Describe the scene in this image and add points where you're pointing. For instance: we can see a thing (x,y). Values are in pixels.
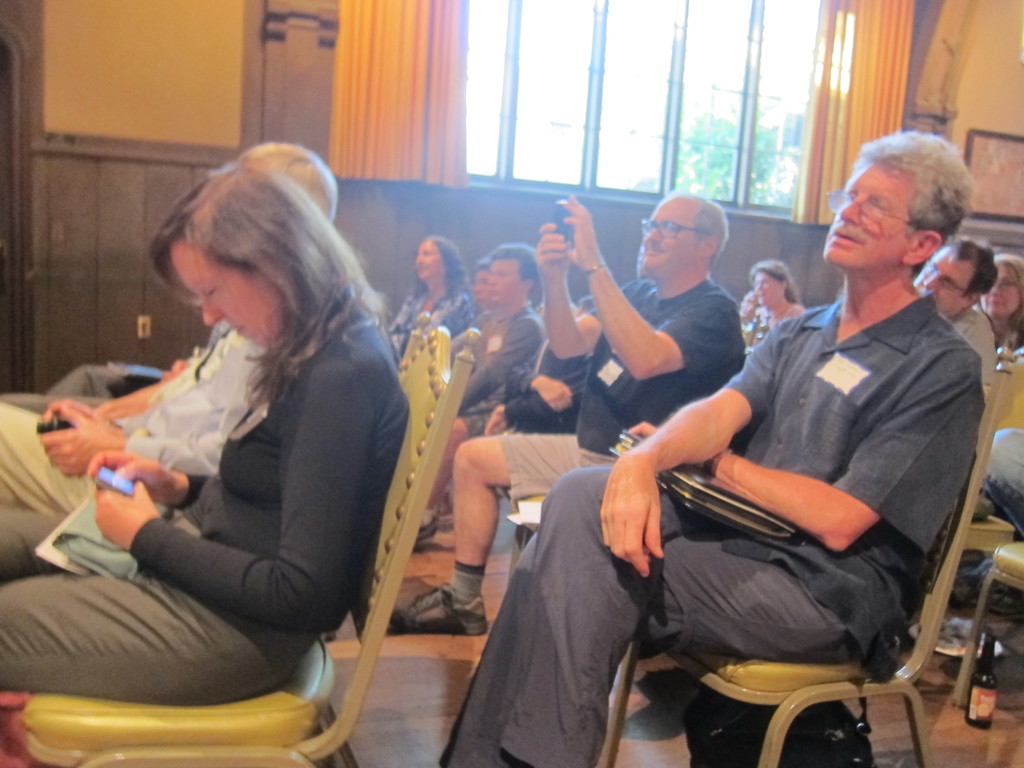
In this image there are people (589,559) sitting on the chairs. Left side (105,660) there is a woman (263,608) holding a mobile (121,489). She is having a purse (126,575) on her lap (137,596). Middle of the image (608,396) there is a person (587,347) holding a mobile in his hand (543,237). Right side (879,594) there is a person (681,546) having an object (721,501) on his lap (697,548). Background (55,195) there is a wall (79,286) having a window (573,71) which is covered with the curtains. A picture frame (991,141) is attached to the wall (1001,93). From the window (671,155) few trees (718,179) are visible.
